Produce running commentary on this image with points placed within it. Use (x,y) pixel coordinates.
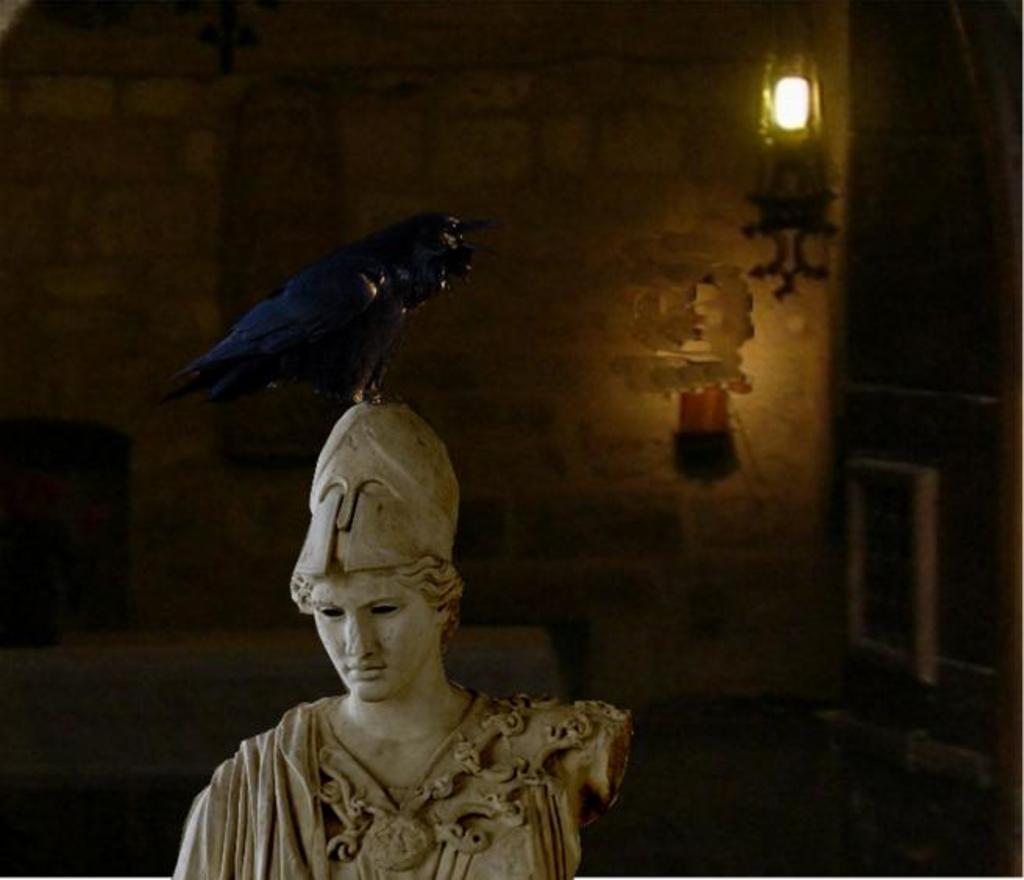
In this image, there is a bird (358,353) on the sculpture (375,476) which is beside the wall (636,452). There is a light (789,107) in the top right of the image (806,119).
